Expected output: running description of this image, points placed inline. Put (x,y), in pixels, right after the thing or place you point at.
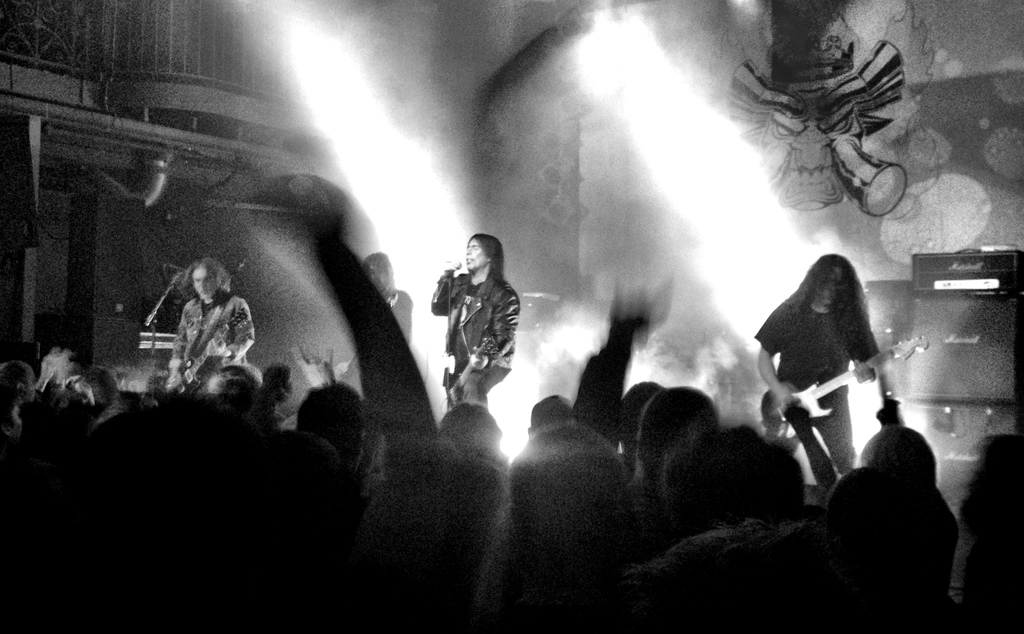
This picture is in black and white. In the center (473,317), there are people (216,366) standing on the stage (868,425). Among them, some people (195,320) are playing musical instruments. A person (459,371) in the center (456,307) is holding a mike (459,266). At the bottom (439,469), there are people (478,588). At the top (362,73), there are lights (320,57).
